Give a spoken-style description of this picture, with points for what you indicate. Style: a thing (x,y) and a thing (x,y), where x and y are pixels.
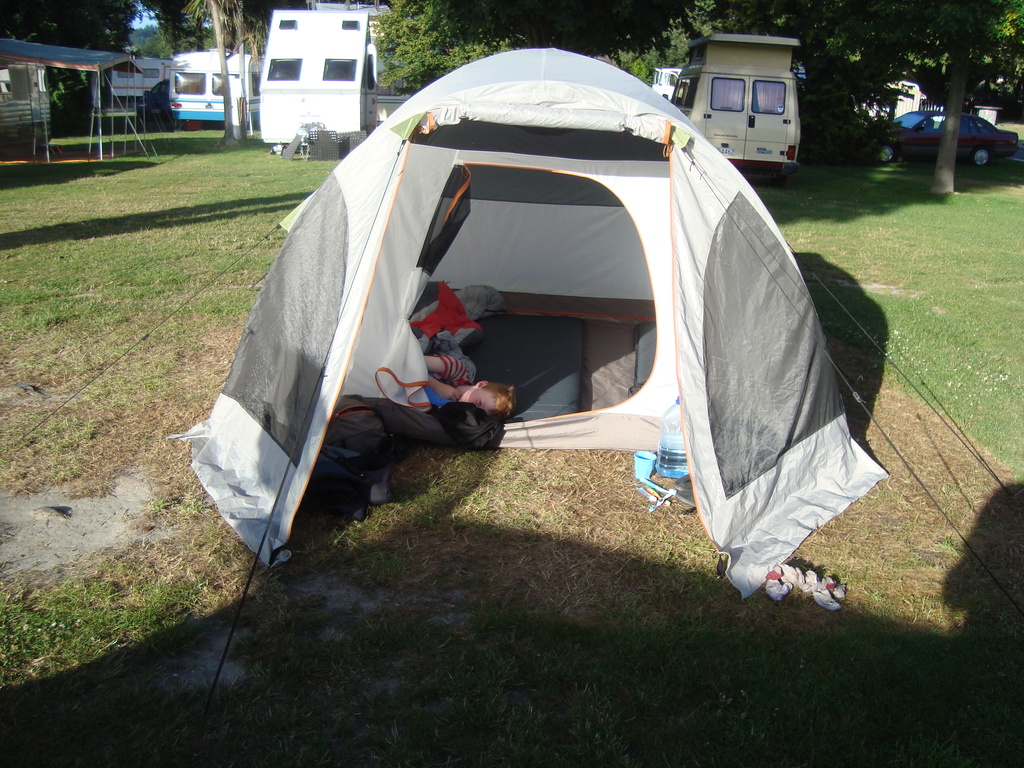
In the front of the image (768,323) there is a tent (768,546), boy (489,402), mattress (530,359), bottle (672,444), cup (639,472) and objects (340,434). In the background of the image (986,259) there are trees (190,26), shed (66,65), vehicles (364,88), grass (916,228) and objects (321,131). Land (871,222) is covered with grass (842,213).
